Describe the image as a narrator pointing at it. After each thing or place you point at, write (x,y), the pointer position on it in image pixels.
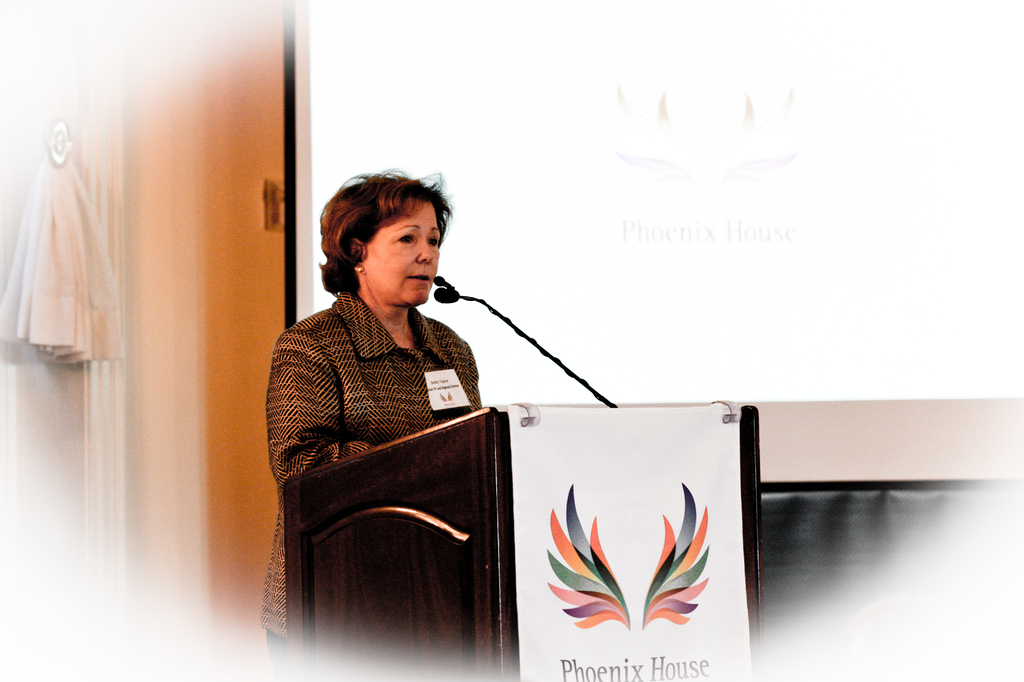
In this picture there is a woman (381,385) standing and speaking in front of a mic (575,376) which is placed on a wooden stand (482,443) in front of her and there is a projected image (520,366) in the right corner (788,155).
